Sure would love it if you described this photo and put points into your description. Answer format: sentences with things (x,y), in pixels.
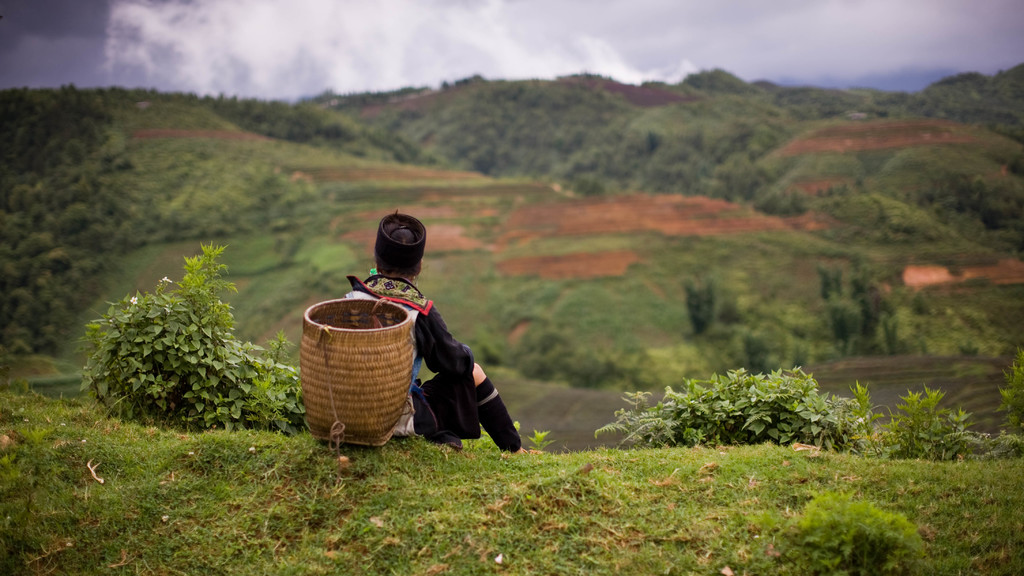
in this image I see a person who is sitting on the grass (483,493) and the person (441,358) is also carrying a basket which is of brown in color and the person (407,268) is also wearing a cap (388,214) which is of black in color and there are plants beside the person (427,408) and in the background (41,151) there are lots of plants (1016,69) and on top (42,24) the sky (285,7) seems to be cloudy.
